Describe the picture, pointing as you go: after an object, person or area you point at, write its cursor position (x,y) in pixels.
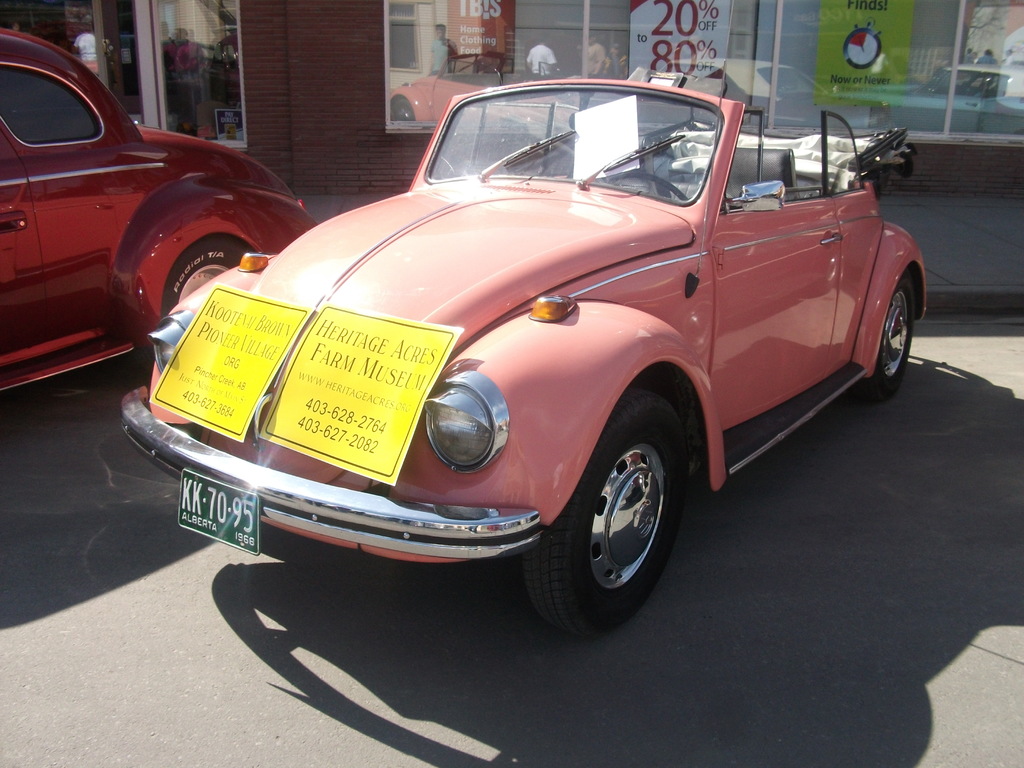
In the center of the image (556,294) there is a car (550,494) on the road (549,634). To the left side of the image (209,158) there is another car (238,186). In the background of the image (433,41) there is a building (322,7). There are glass windows (763,50).
